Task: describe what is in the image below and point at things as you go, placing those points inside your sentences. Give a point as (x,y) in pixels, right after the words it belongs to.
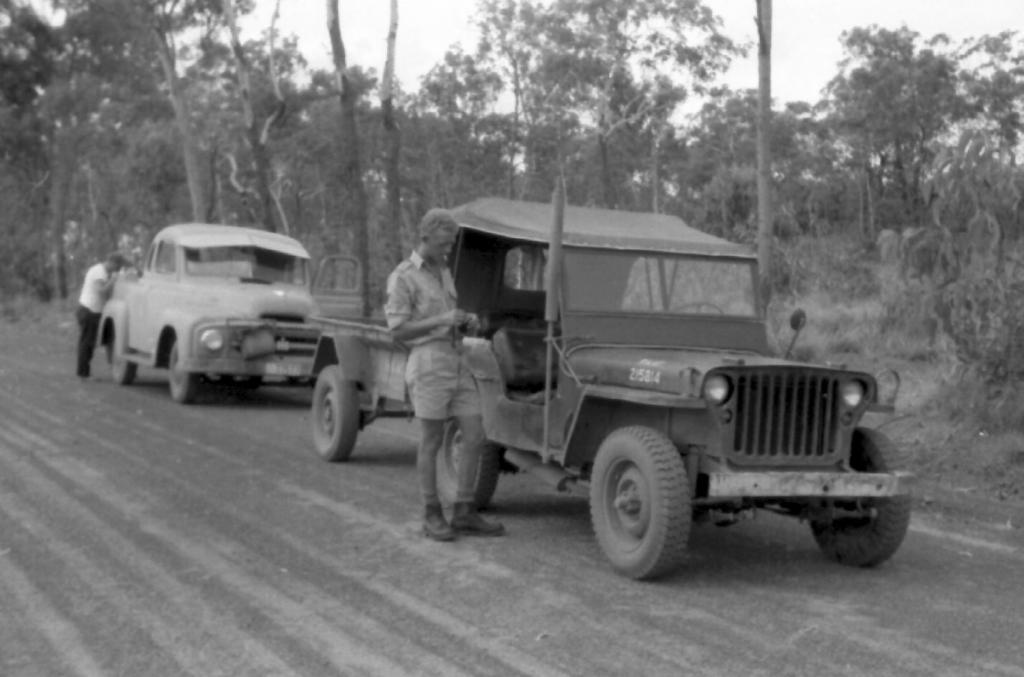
This is a black and white image. In this image, in the middle (438,442), we can see a man (441,261) standing beside the vehicle (614,337). On the left (87,275), we can also see another person (83,295) standing beside the car (238,270). In the background (321,214), we can see some trees (152,221) and cars (205,289). At the top (494,34), we can see a sky (473,23), at the bottom (559,585), we can see land (573,552) with some stones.
